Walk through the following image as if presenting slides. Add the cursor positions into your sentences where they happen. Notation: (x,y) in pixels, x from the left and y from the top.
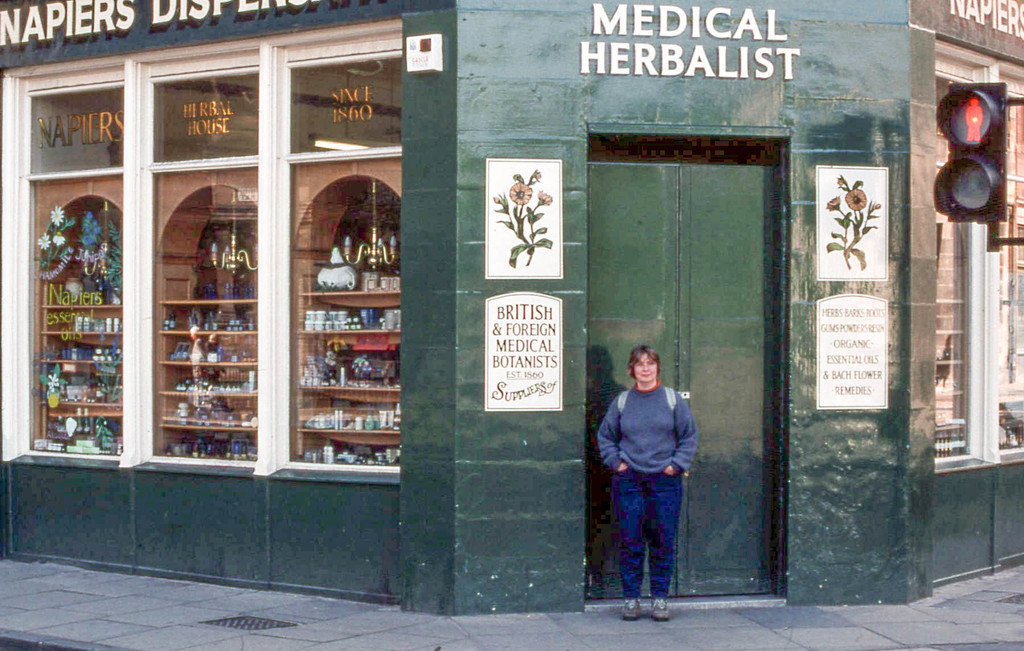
In the picture we can see a building (386,540) with a shop (915,527) which is green in color with some glass windows (301,243) and from it we can see some racks (304,217) with medicines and near the door (751,204) of the shop (486,142) we can see a person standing and on the top of it we can see a name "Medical herbalist", and besides the shop (763,461) we can see a traffic light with a pole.
